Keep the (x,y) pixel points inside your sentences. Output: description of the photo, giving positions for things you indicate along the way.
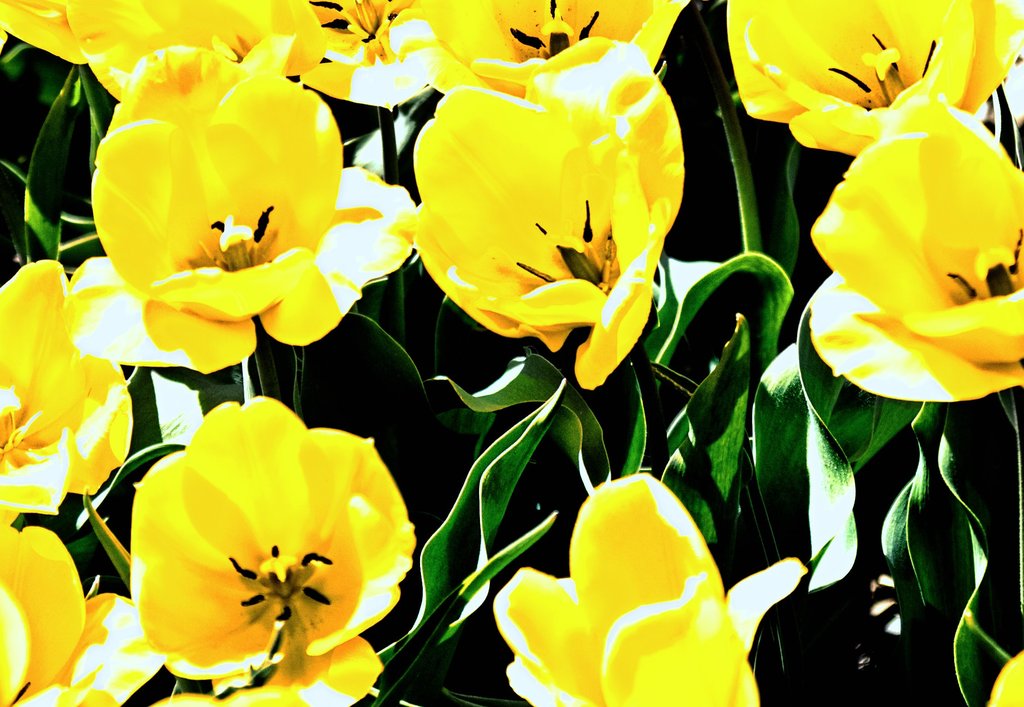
In this image there are some flowers (177,495) and plants (822,374).
